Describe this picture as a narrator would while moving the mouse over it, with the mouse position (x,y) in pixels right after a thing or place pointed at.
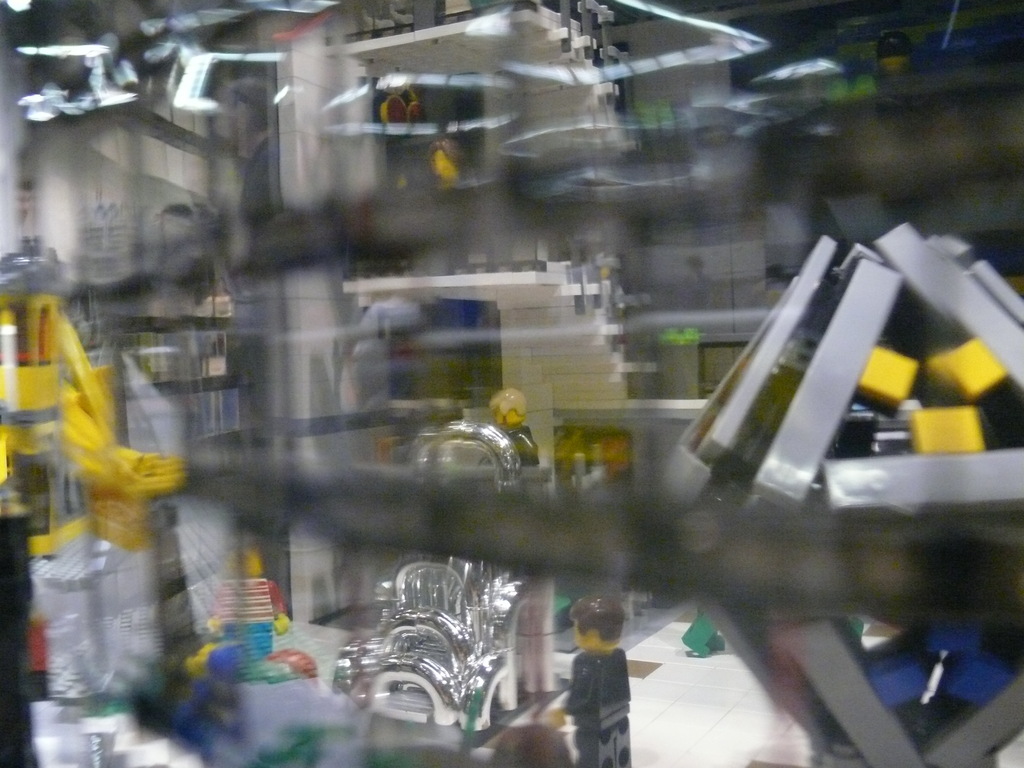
In this picture I can see a blurry image and I can see few miniatures (616,738) and machines (53,491) and few items (468,641) on the floor (540,713).
